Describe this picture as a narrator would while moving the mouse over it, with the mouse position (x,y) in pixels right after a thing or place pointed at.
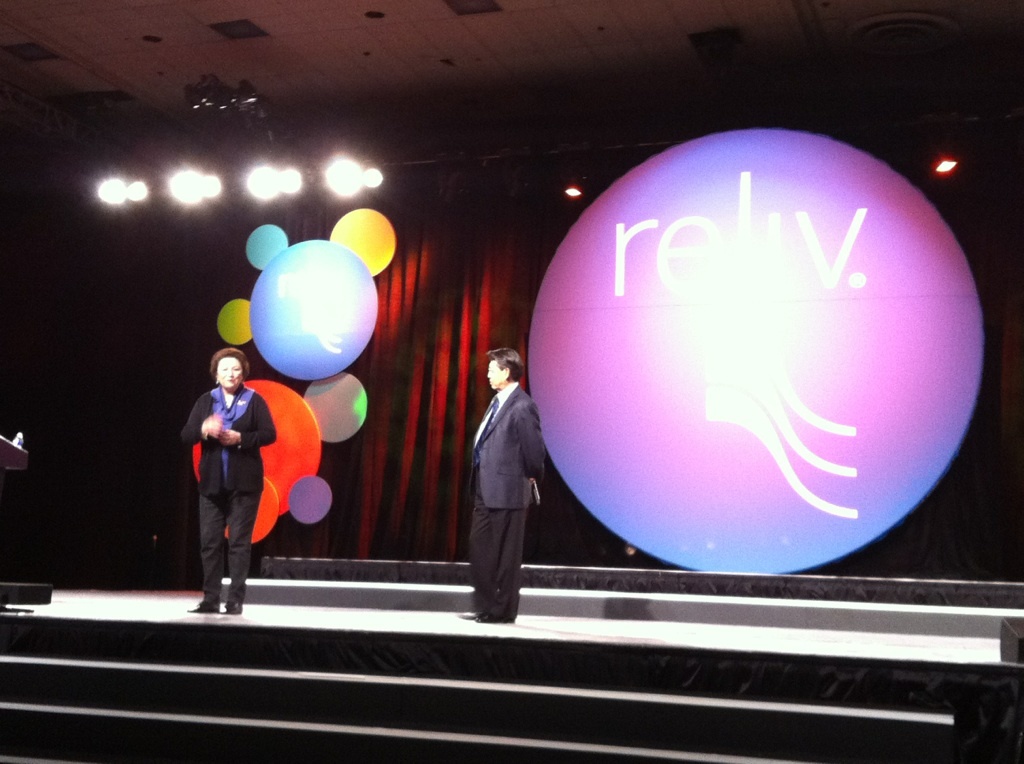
In this picture we can see two people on the stage (108,660) and in the background (73,579) we can see a curtain (537,250), lights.
